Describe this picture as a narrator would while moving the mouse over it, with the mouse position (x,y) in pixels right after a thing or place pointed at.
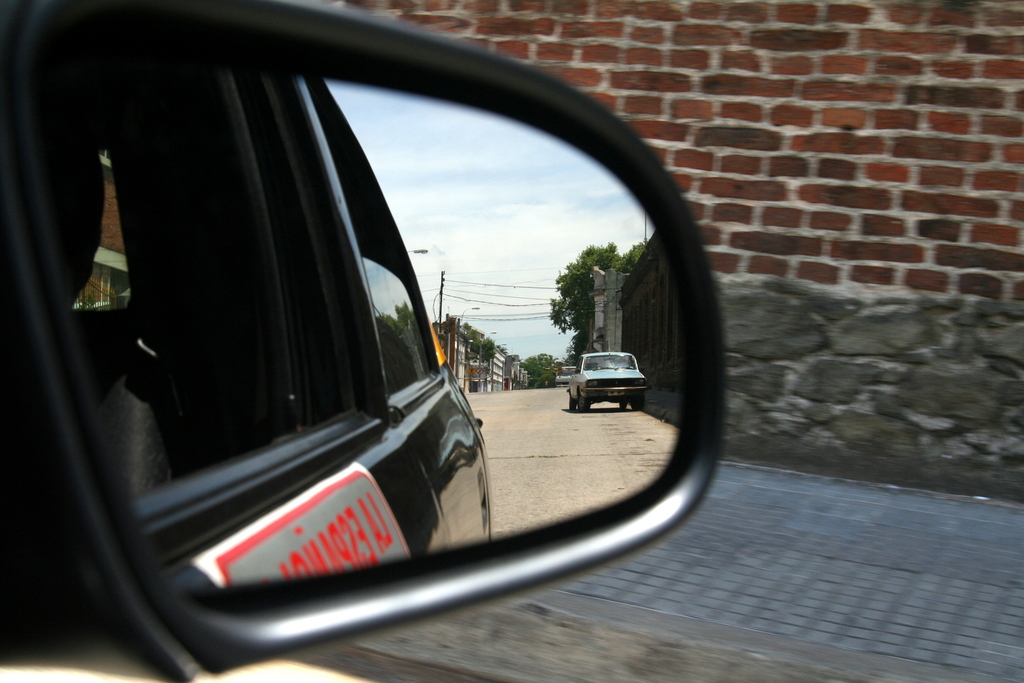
In this image I can see a mirror (93,345) of a vehicle (56,430) and on this mirror (327,111) I can see reflection (528,459) of few buildings (596,335), trees (570,326), wires (451,294), a pole (441,309), a car (591,358) and the sky (518,229). On the bottom side of this image (251,534) I can see something is written. I can also see the wall (924,382) on the right side of this image (813,392).
